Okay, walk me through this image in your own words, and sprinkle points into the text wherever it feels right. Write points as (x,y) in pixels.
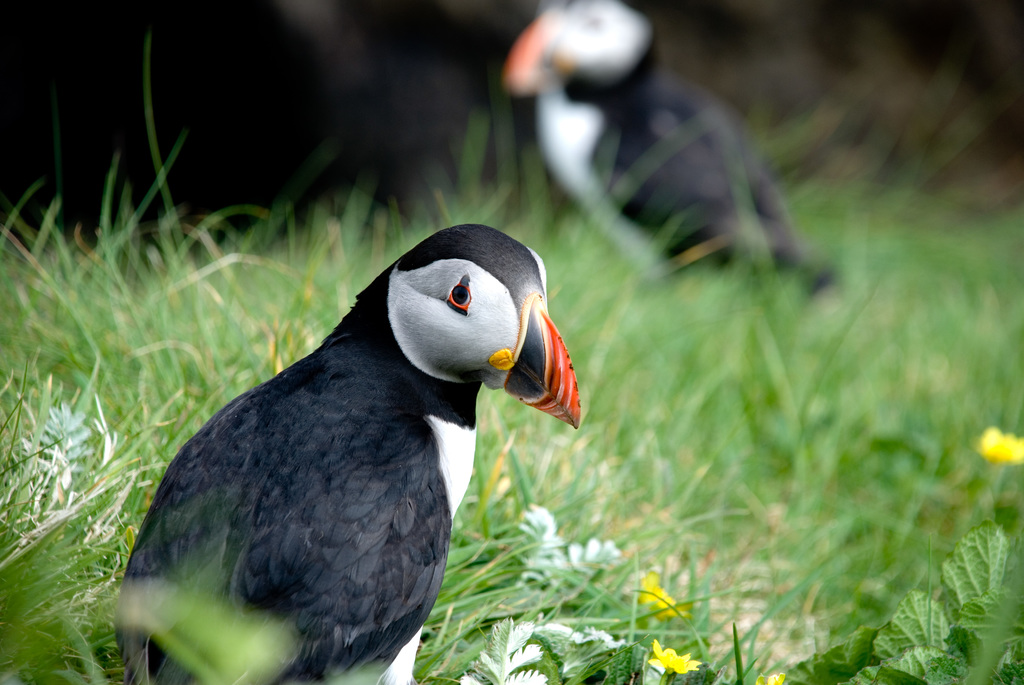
In this picture we can see a bird (412,561). There are a few flowers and some grass (120,409) is visible on the ground (303,255) from left to right. We can see another bird (580,38) in the background (551,141). Background (730,199) is blurry.
